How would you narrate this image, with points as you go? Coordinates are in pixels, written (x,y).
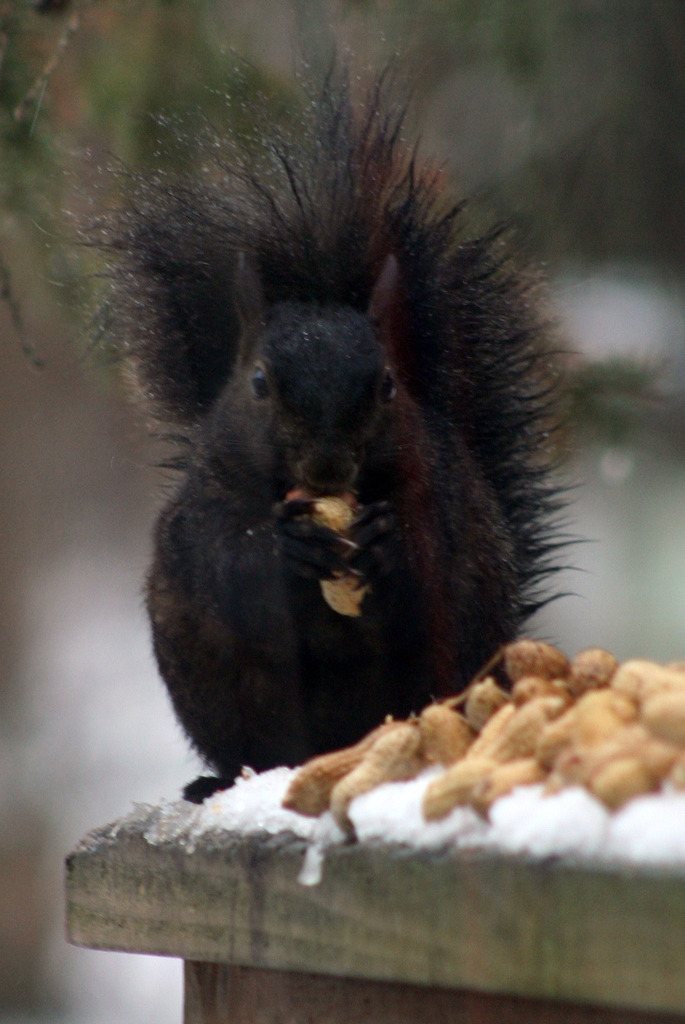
In the picture I can see black color squirrel (329,570) standing on the wooden surface (345,910). Here we can see peanuts (587,740), ice (201,817) and the background of the image (29,202) is blurred.
